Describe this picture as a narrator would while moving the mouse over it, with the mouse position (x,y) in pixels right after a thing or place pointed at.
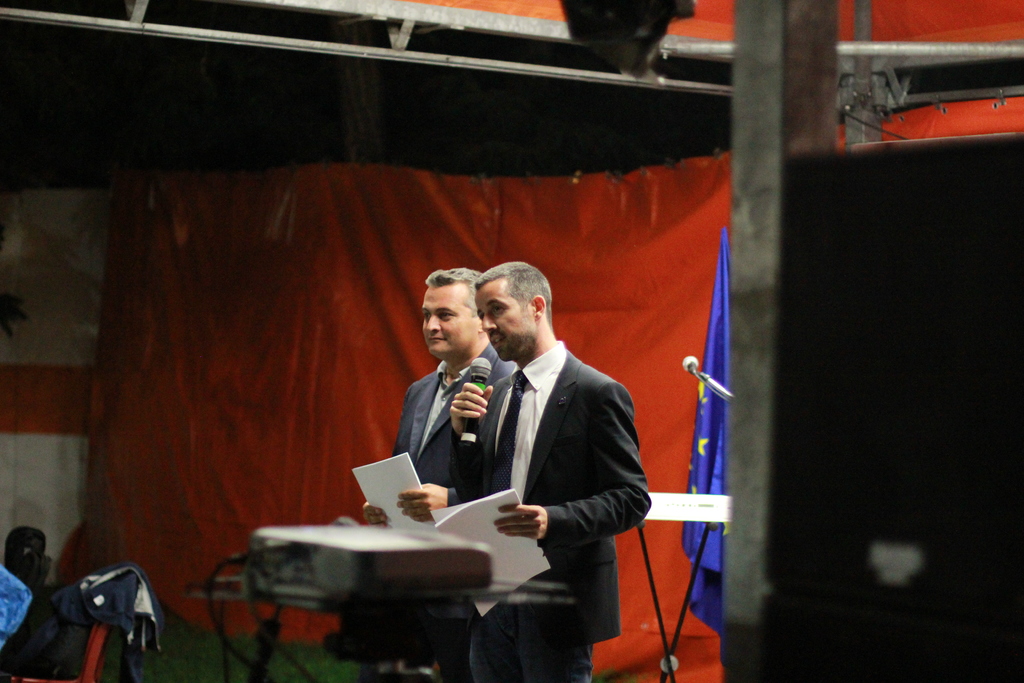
In this image we can see few people (538,481). A chair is at the left side of the image (6,571). There is a flag (699,527) and a table (715,517) at the right side of the image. There is a projector (282,580) in the image. There are few objects (735,490) in the image. There is a curtain (667,522) in the image.
